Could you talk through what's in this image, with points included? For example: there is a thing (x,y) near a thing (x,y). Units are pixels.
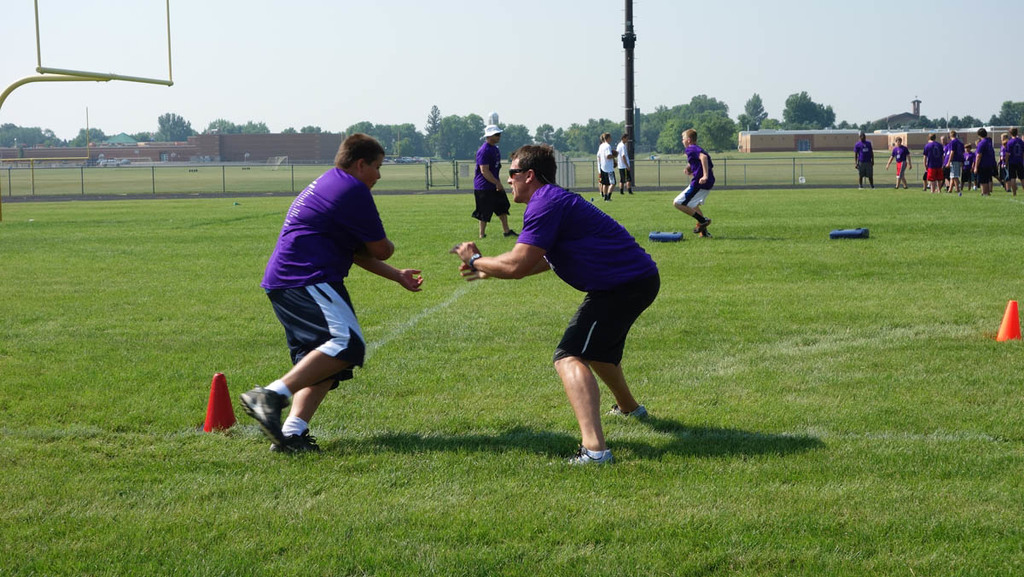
In this picture there are two people (535,262) standing and in the foreground (573,402) and they might be playing. At the back (741,134) there are group of people (952,183) and there are buildings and trees (726,144) and there are poles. At the top left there is an object (48,70). At the top (392,41) there is sky (441,35). At the bottom (379,542) there is grass (407,517) and there are objects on the grass (845,279).
